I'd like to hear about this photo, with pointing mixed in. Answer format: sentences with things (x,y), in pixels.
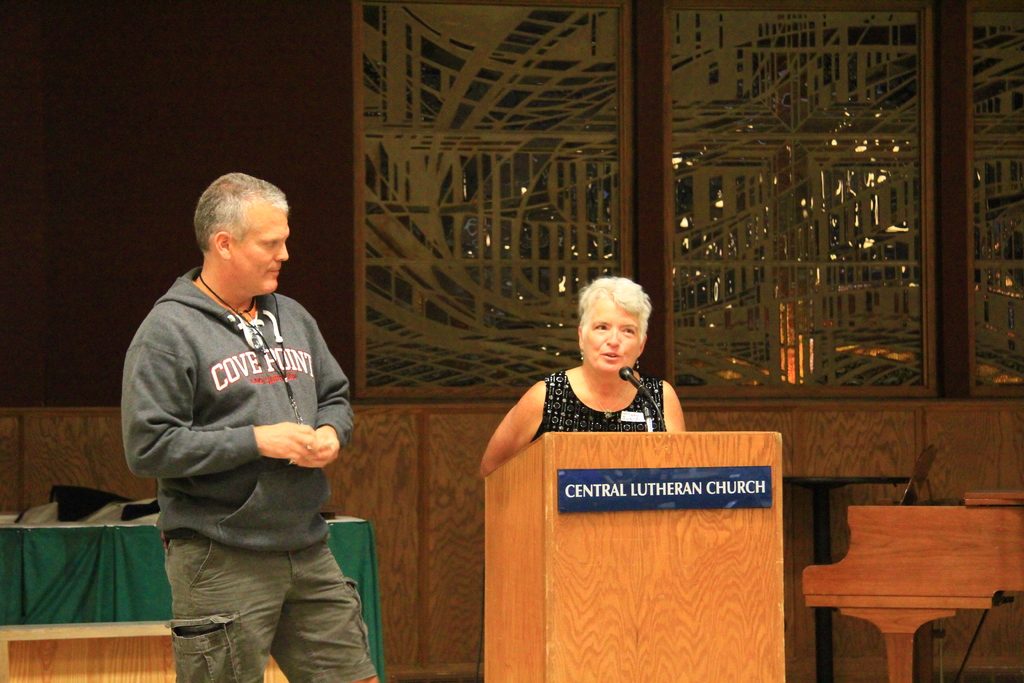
In this picture we can see a man (182,340) standing and beside him we can see a woman (621,387), podium (561,443) with a mic (627,376), name board (761,504) on it and in the background (397,544) we can see tables (151,522), clothes (146,541), wall (387,468) and some objects (966,595).
